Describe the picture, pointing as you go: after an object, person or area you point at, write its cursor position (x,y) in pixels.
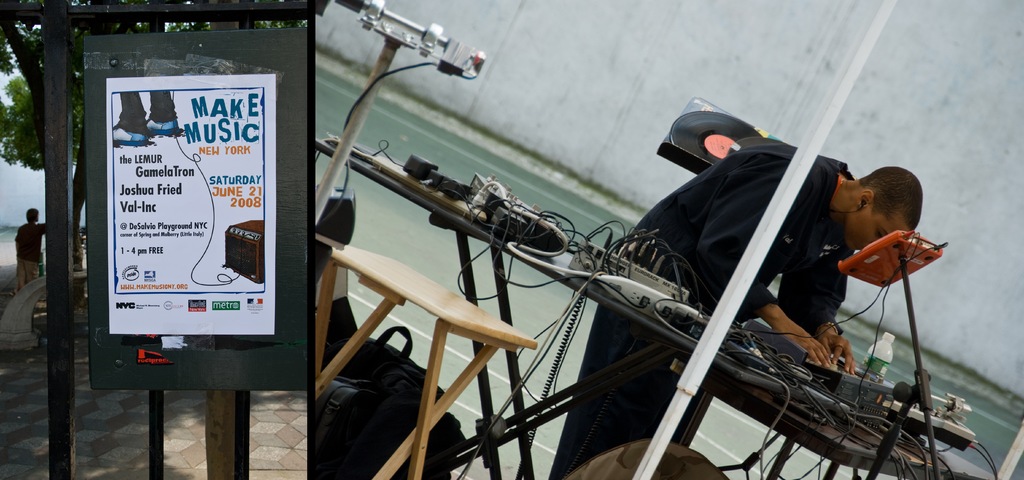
This is an edited image. The man (857,208) in black shirt (735,230) is recording music. In front of him, we see a table (645,323) on which musical instruments (764,351), cables (795,382) and water bottle (871,360) are placed. Beside that, we see a wooden table (470,339) and black bags (395,395). Behind him, we see a wall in white color. On the left side (217,199), we see a black board (119,353) on which poster (225,204) is placed. Behind that, the boy (27,220) in brown T-shirt (23,249) is standing. Beside that, we see a tree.
